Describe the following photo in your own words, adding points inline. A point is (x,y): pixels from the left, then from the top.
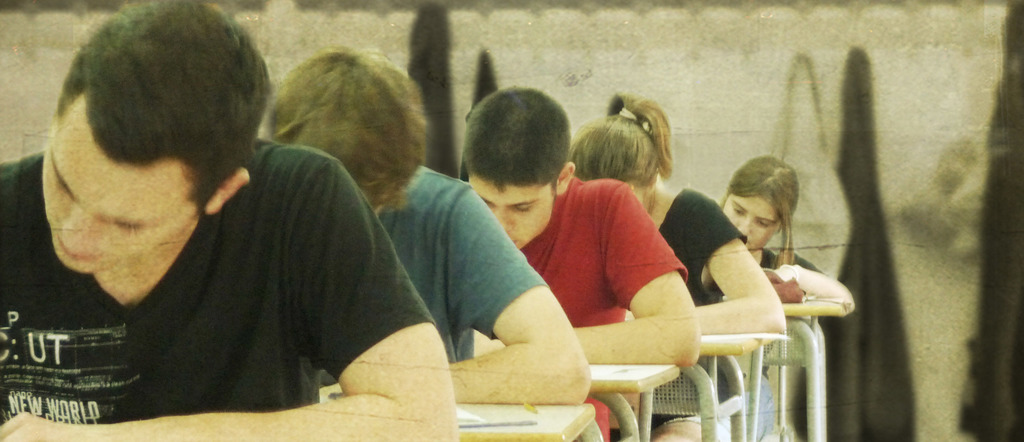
In this image we can see people (9,235) sitting on table (824,429). In the background of the image (545,31) there is wall (565,54).
